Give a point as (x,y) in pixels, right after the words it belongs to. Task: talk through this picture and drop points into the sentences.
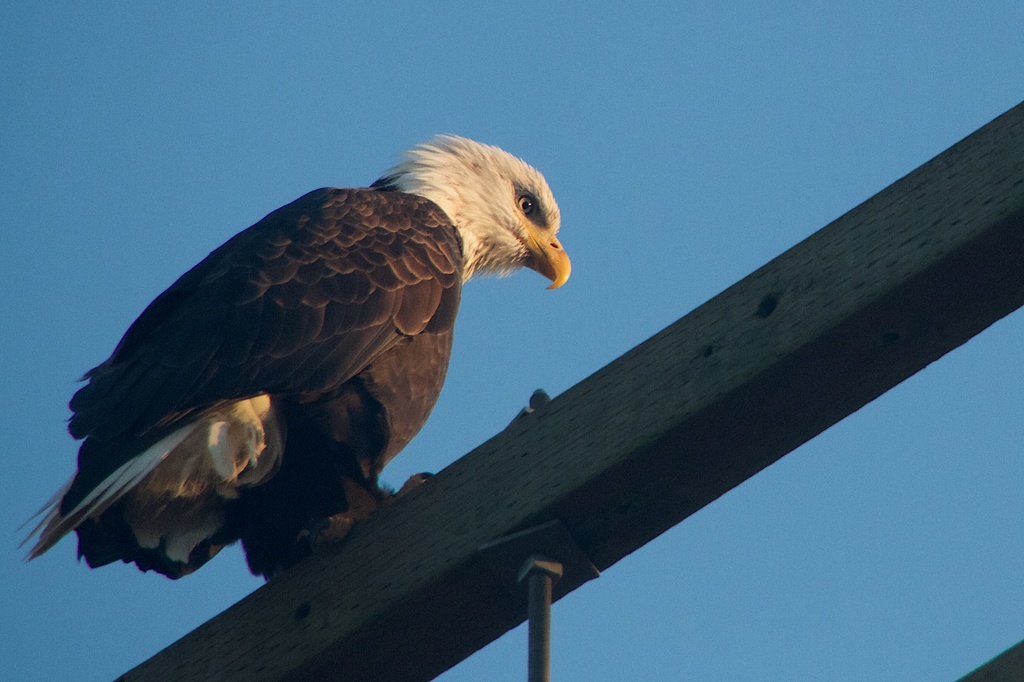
In this image there is an eagle (366,194) standing on a wooden beam (759,417), in the background (1006,41) there is blue sky (972,44).
